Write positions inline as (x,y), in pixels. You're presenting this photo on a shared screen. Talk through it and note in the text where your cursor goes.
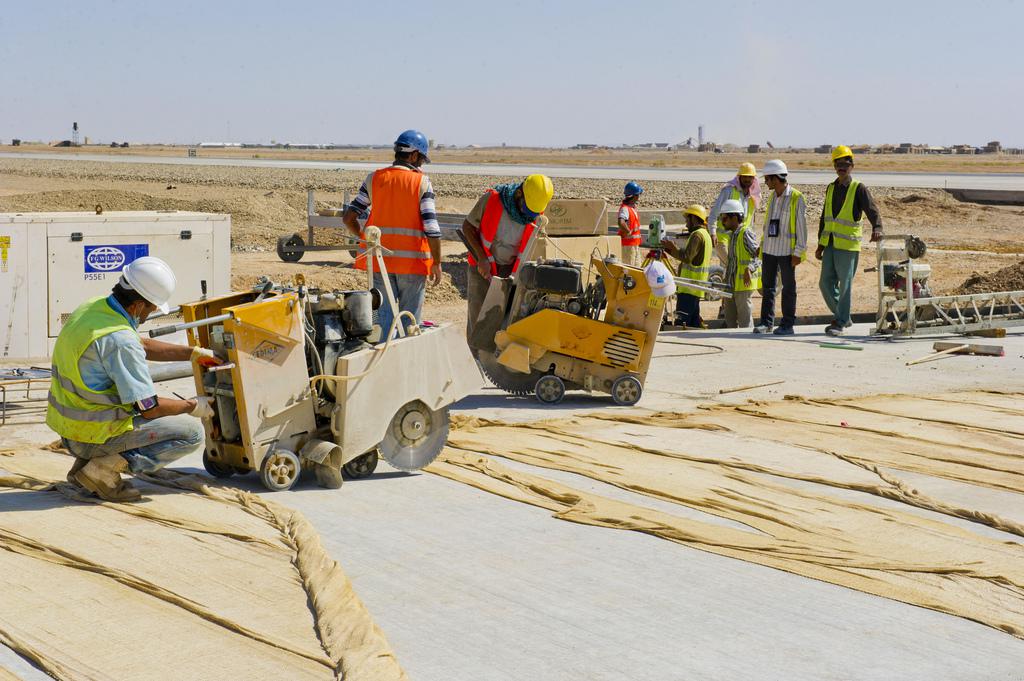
In this image we can see few people (101,412), two of them are holding machines (566,362) and there are wooden planks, white colored object (220,283) and few other objects (918,302) on the ground (827,352) and the sky (746,108) in the background (397,73).
